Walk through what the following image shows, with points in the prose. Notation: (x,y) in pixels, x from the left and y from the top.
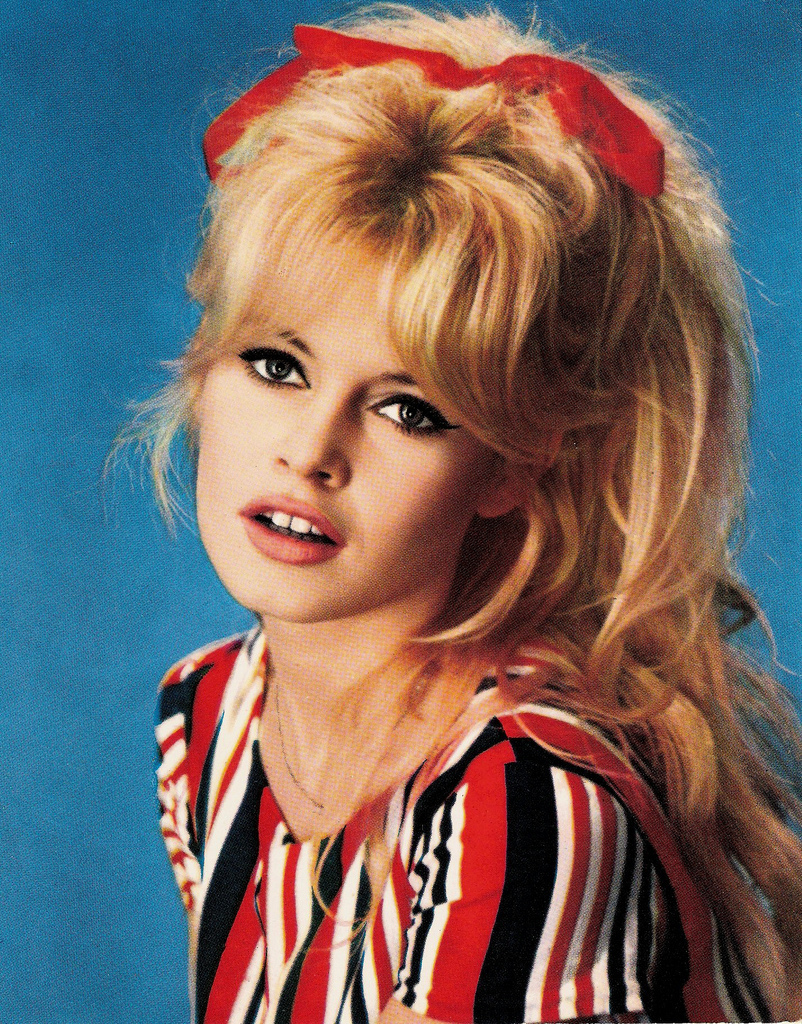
In this picture I can see there is a woman (460,770) and she is wearing red color shirt (500,868) and in the background (123,547) there is a blue surface (108,312).
